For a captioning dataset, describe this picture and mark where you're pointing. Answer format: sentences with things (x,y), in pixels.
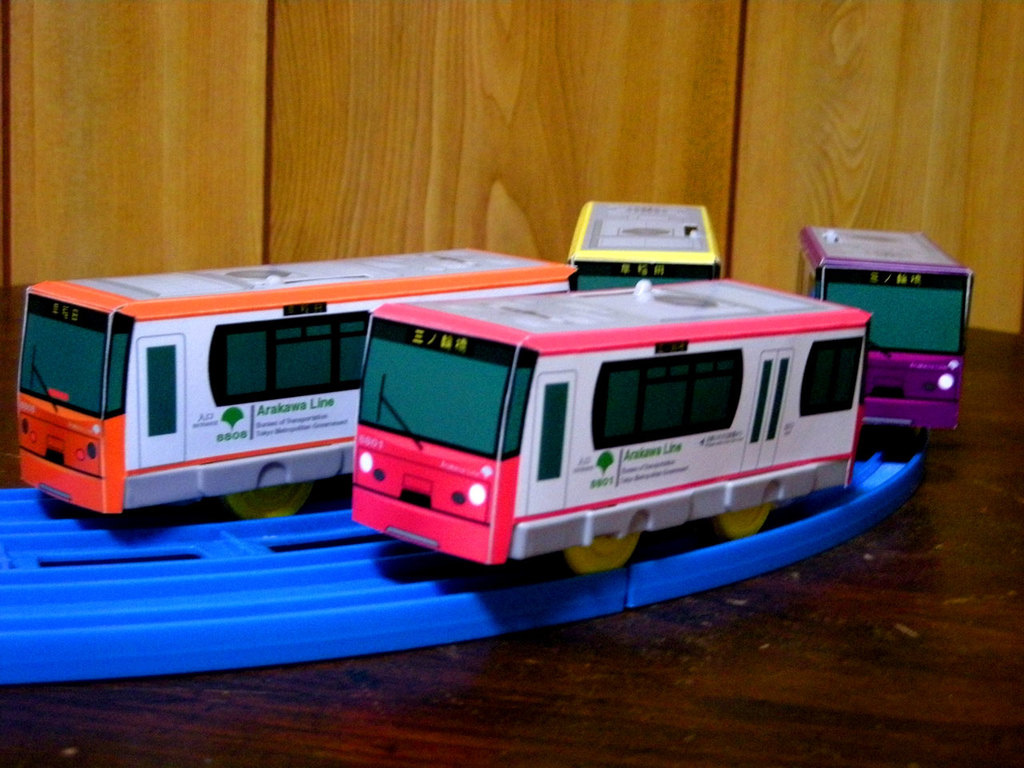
In this image we can see few toys (490,450) on the wooden surface (781,595) and a wooden wall (673,133) in the background (573,163).
